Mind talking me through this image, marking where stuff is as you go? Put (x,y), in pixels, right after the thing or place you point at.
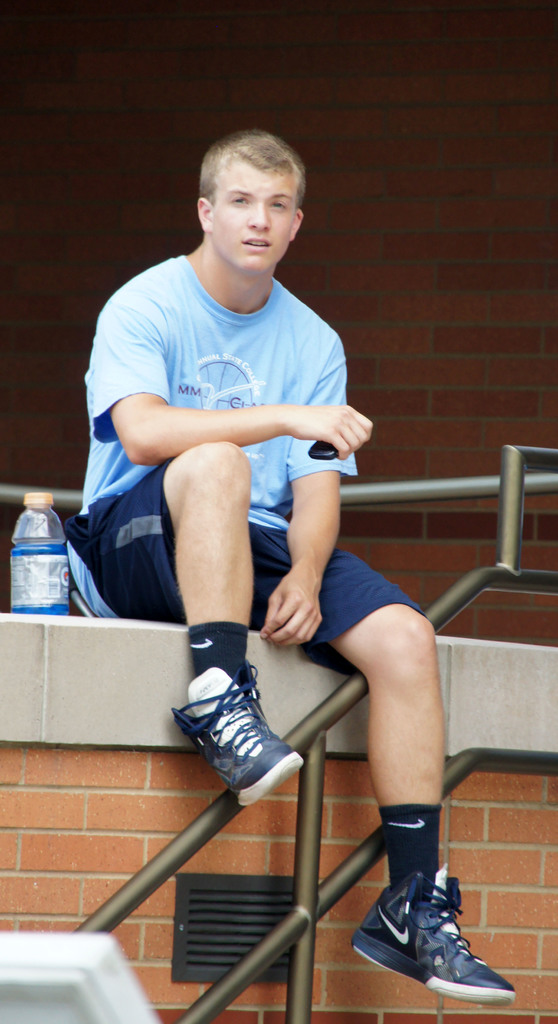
There is a man (250,590) sitting behind him there is a water bottle (64,597).
